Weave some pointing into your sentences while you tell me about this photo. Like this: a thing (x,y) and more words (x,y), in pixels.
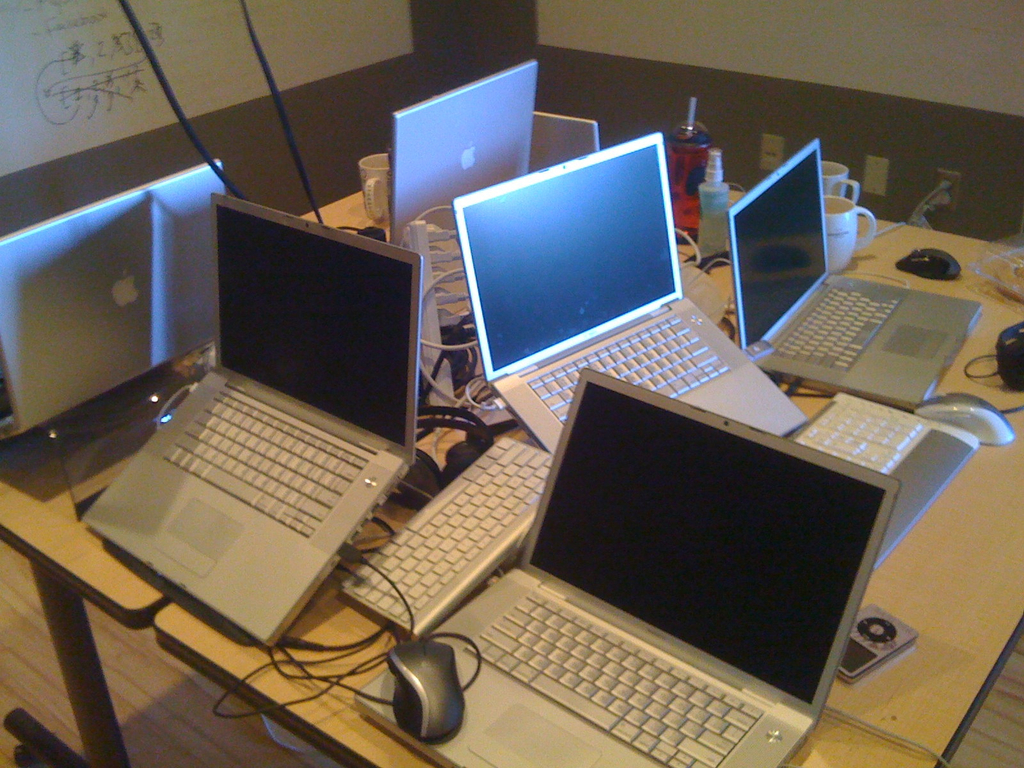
In this image there are group of laptops (568,309), mouse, cables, cups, bottles (707,135) in the table (972,665) and in back ground (56,15) there is a board (254,78).
